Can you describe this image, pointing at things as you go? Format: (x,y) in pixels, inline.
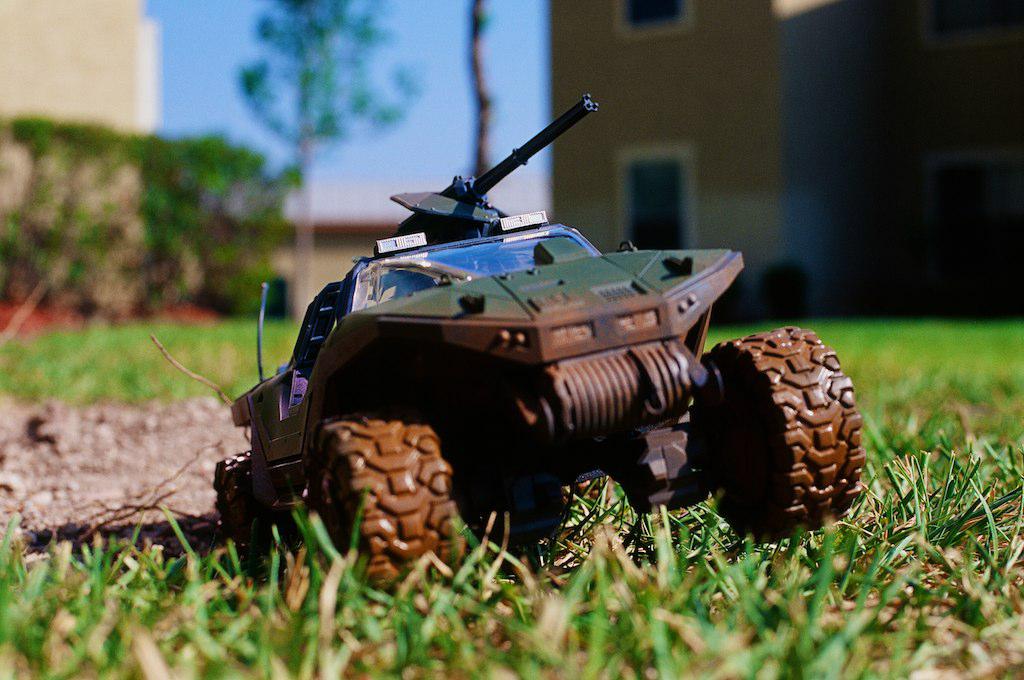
In this image we can see a toy (619,330) on the ground (509,596). In the background (670,98), we can see a building (680,179) with windows (666,181), a group of trees (274,124) and sky (212,70).
